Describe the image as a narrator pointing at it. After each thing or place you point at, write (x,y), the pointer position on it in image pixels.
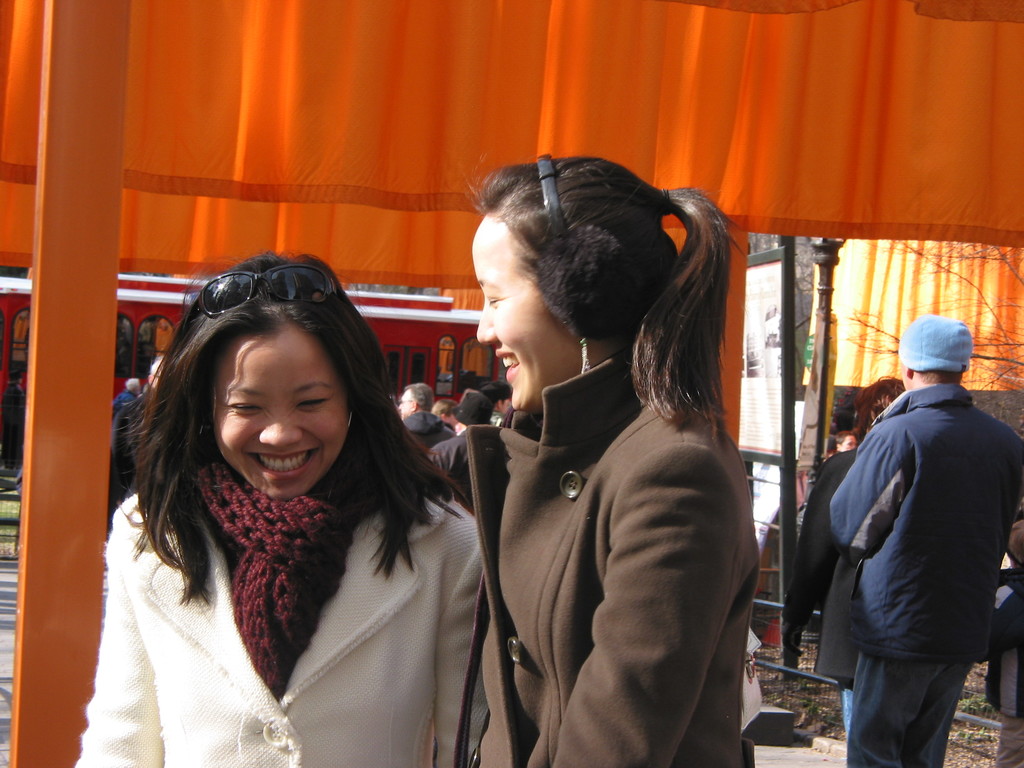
In the picture we can see group of people (523,423) standing, in the foreground of the picture (301,482) there are two women (301,482) standing and laughing and in the background of the picture (361,133) there is orange color cloth (468,134).
